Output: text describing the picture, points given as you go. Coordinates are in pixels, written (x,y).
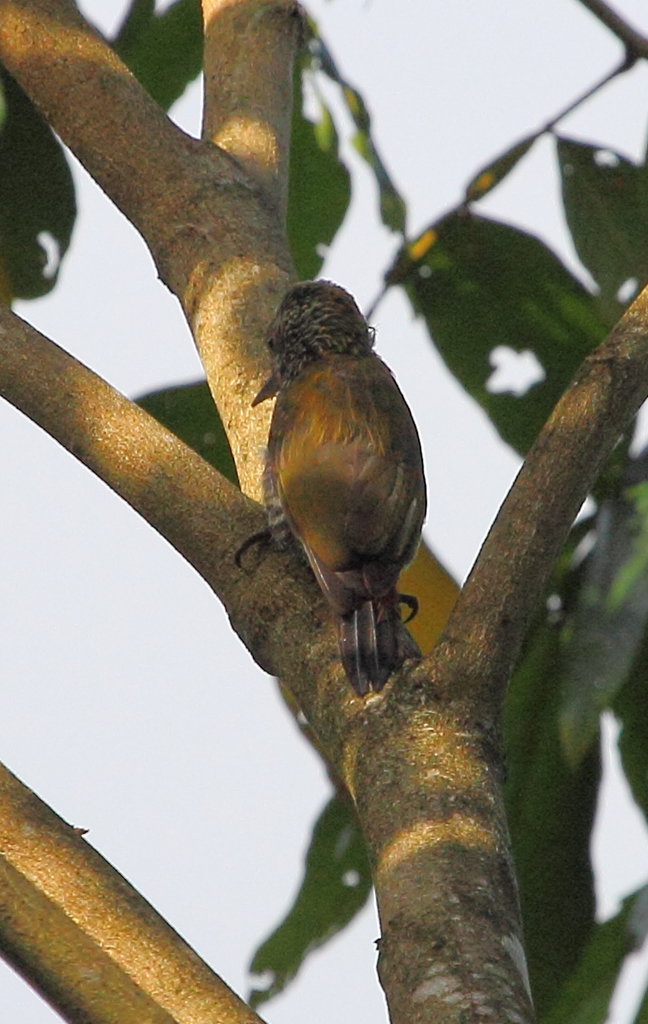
In this picture there is a brown color bird (355,579) on the tree (421,821) and there are green leaves (325,220) on the tree (337,723). At the top (42,301) there is sky (34,571).
